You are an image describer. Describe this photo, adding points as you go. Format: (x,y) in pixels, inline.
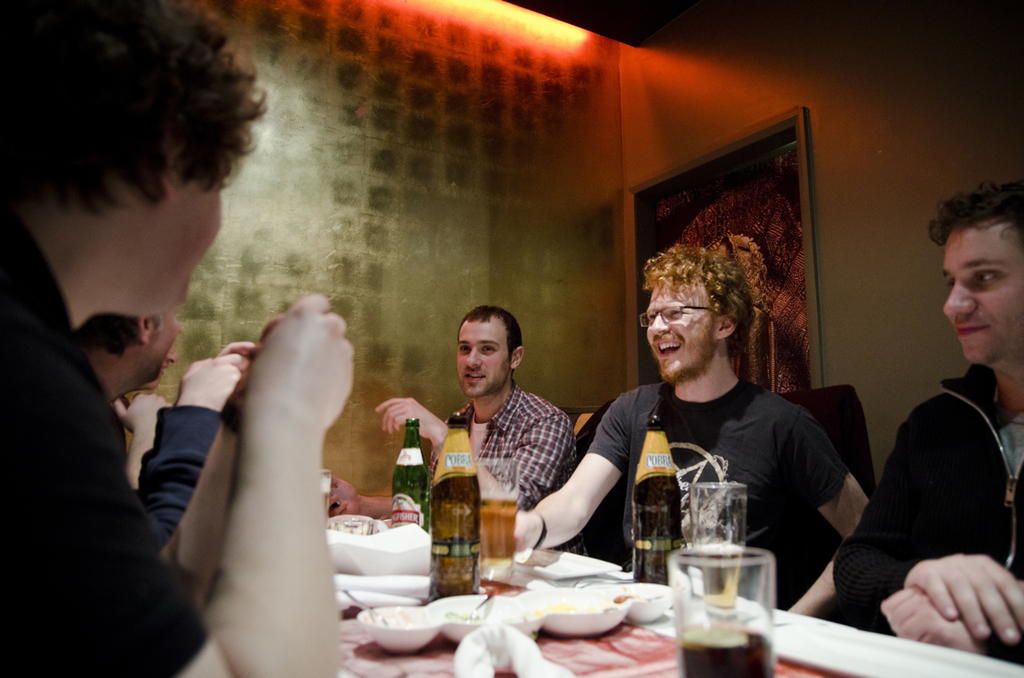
In this picture there are many people (136,481) sitting on the table (591,637) where there are glass bottles (477,483), plates (519,615) on top of it. In the background (684,234) we observe a painting (672,238) and there is a red light (530,26).
